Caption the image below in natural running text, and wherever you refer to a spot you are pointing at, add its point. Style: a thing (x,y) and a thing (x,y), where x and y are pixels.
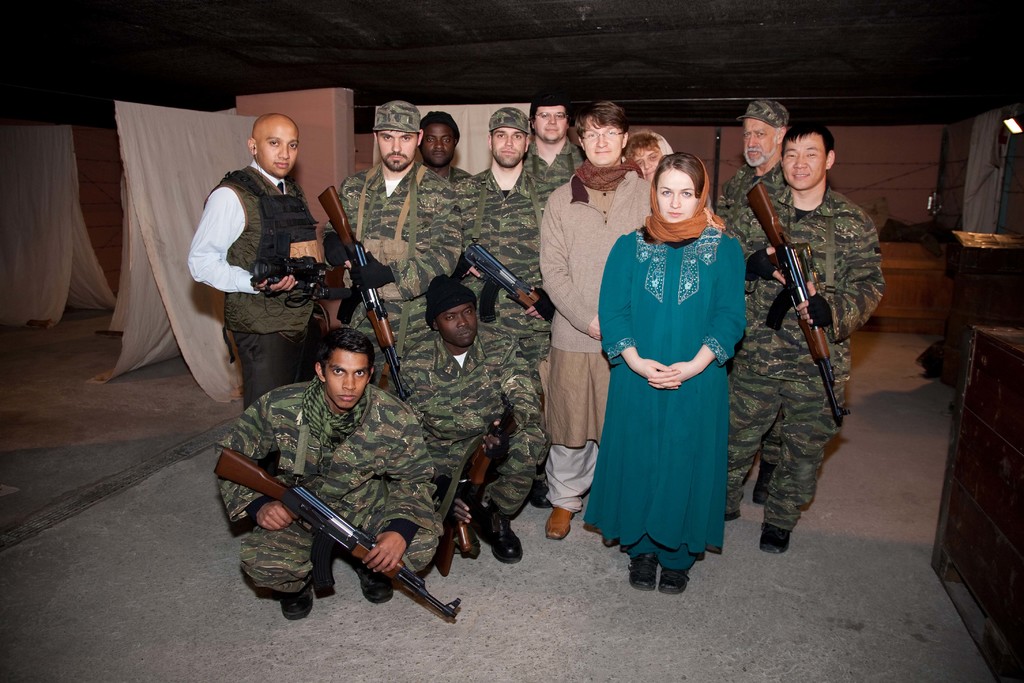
In this picture I can see group of people (638,267), there are few people (334,260) holding rifles (348,235), and in the background (151,254) there are clothes (174,224) and some other objects (985,253).
